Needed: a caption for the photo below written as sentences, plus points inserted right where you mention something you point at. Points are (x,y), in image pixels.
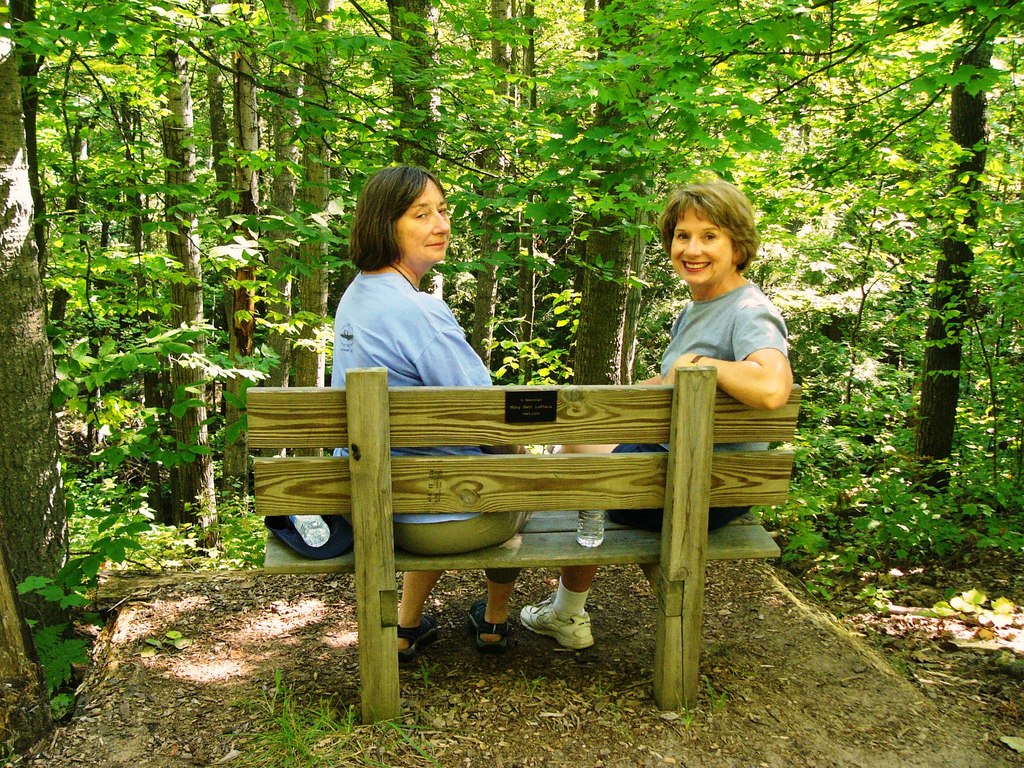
Here are two women (367,191) sitting on the bench (506,467), both of them wore blue color shirt (446,362). The woman (744,354) sitting to the right side (737,255) is smiling, a woman (343,337) sitting to the left side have a water bottle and hat (318,554) to her left. In the background (354,80) there are lot of trees (774,160).
